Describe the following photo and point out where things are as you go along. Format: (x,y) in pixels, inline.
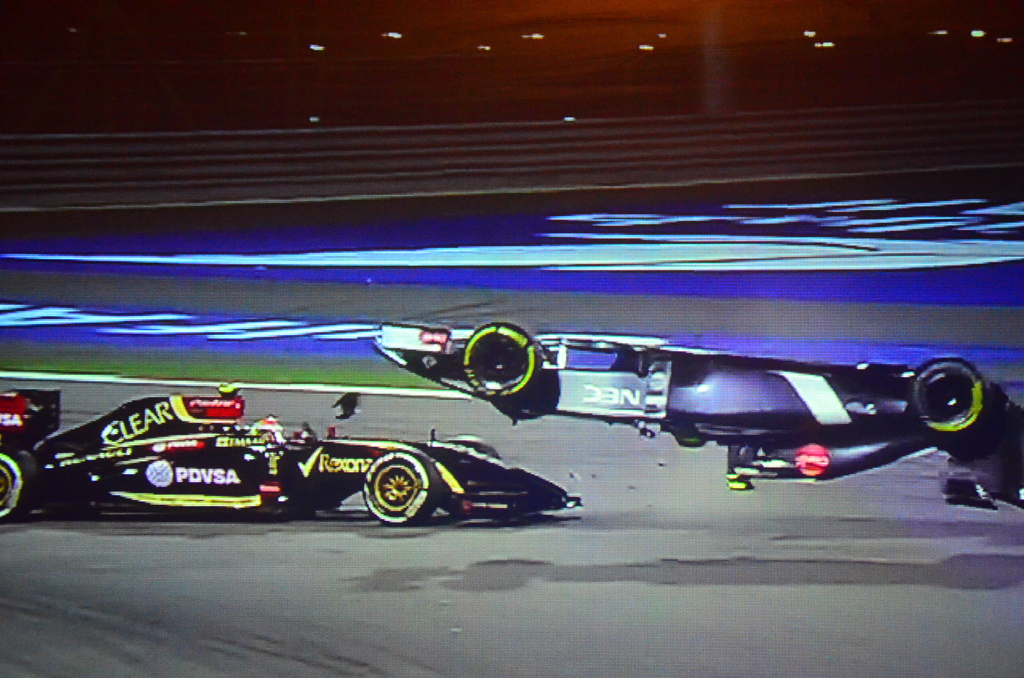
In this image we can see two cars (421,459) on the road (536,523).
